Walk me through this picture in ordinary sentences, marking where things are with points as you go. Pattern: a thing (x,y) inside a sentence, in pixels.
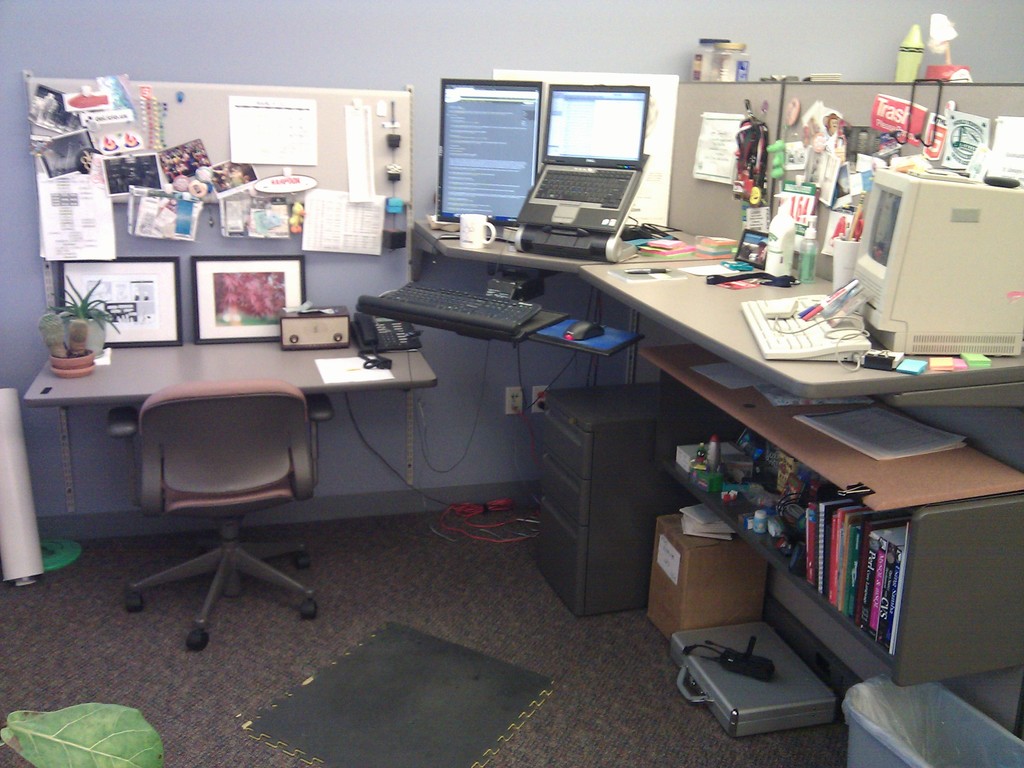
In this image there is an empty chair (222,481) and there are tables (773,361), on the table (275,350) there are monitors (628,157), papers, keyboard (794,342), cup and there are frames (213,284), there is a plant (79,326), there is a telephone (362,320). Under the table (894,390) on the right side (839,491) there is a shelf (781,508) and on the shelf (780,551) there are objects (834,545), there is a filing cabinet (616,497) there are wires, there is a suitcase (762,712) on the floor (545,672) and there is a mat (383,724). On the bottom left of the image (96,748) there is a leaf (76,745) which is visible and at the bottom right of the image (957,725) there is a dustbin (923,743).
